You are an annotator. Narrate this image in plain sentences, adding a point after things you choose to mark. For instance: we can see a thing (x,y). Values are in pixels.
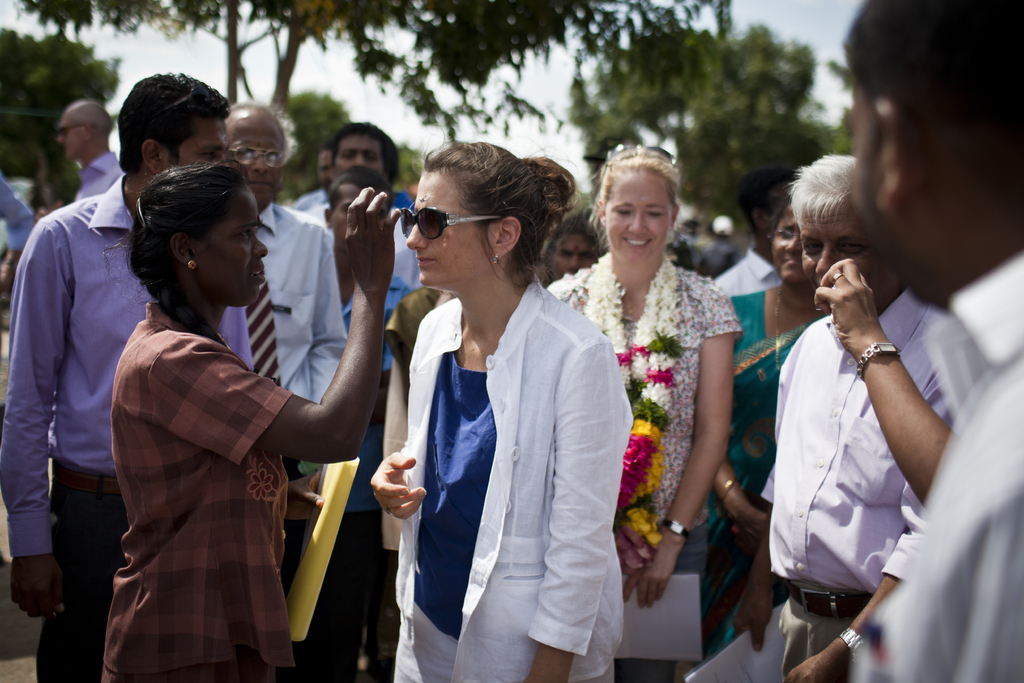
In this image, we can see a group of people (587,540) are standing. Here we can see few people (138,608) are holding some objects (656,603). In the background (708,154), there are few trees (755,127) and sky (302,48).
